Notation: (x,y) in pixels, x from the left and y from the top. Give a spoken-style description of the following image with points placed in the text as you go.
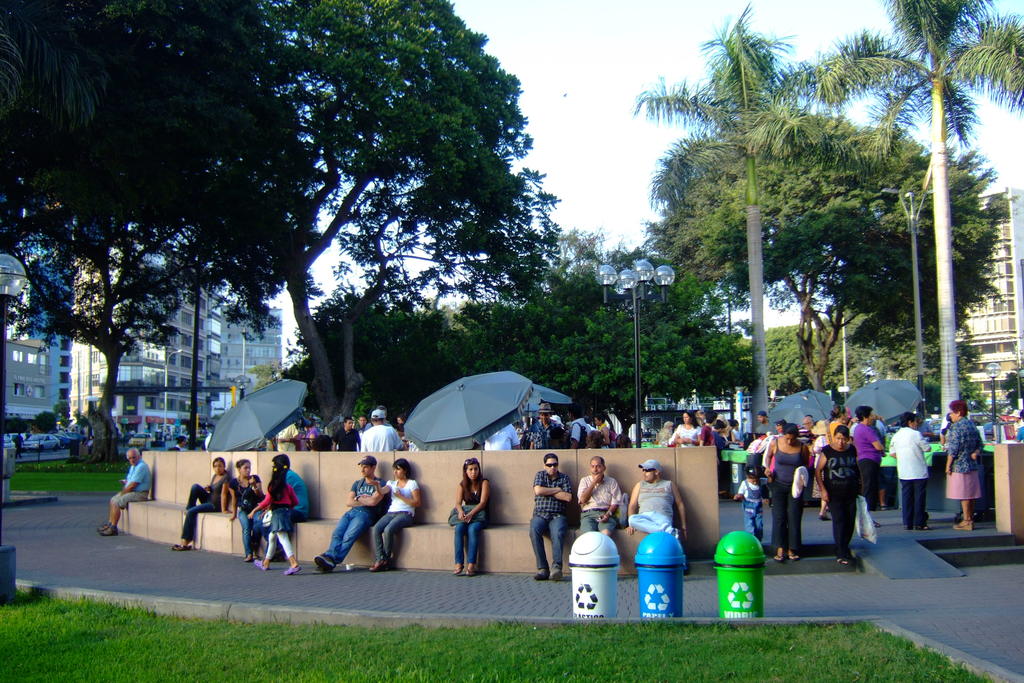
In this image, we can see people (360,505) sitting and some people (843,463) are walking and standing. In the background (232,198), there are trees (689,278), buildings (203,414), poles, lights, umbrellas (483,410) and in the front (609,609), we can see bins (601,609).
